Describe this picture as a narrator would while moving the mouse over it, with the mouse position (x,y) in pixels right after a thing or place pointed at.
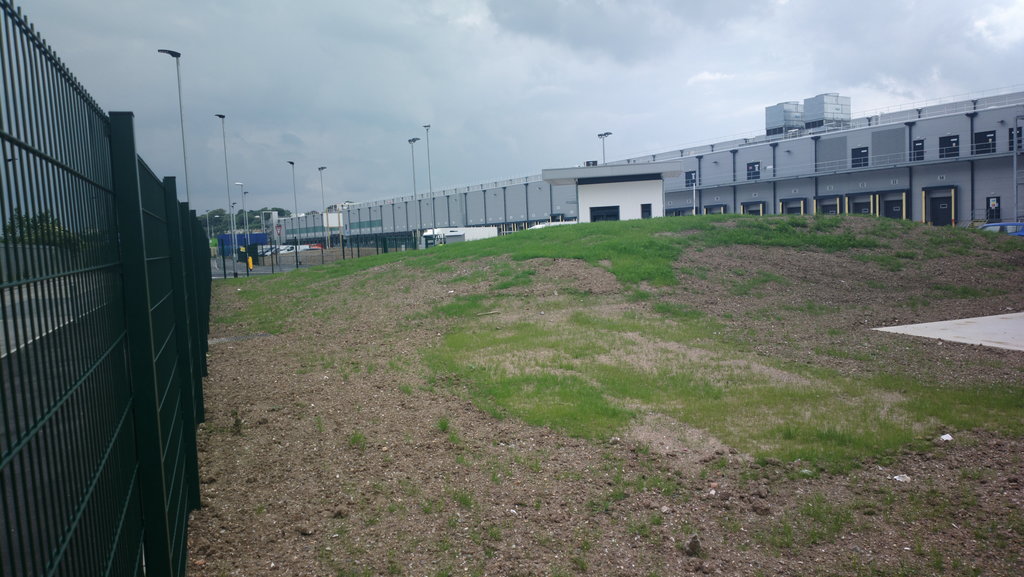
This is the picture of a building (514,211). At the back (871,184) there is a building (575,172) and there are poles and vehicles (440,233). On the left side of the image (153,564) there is a railing (197,242) and there are trees (239,225). At the top (498,50) there are clouds (252,65). At the bottom (643,431) there is grass (765,434) and mud (351,423).
